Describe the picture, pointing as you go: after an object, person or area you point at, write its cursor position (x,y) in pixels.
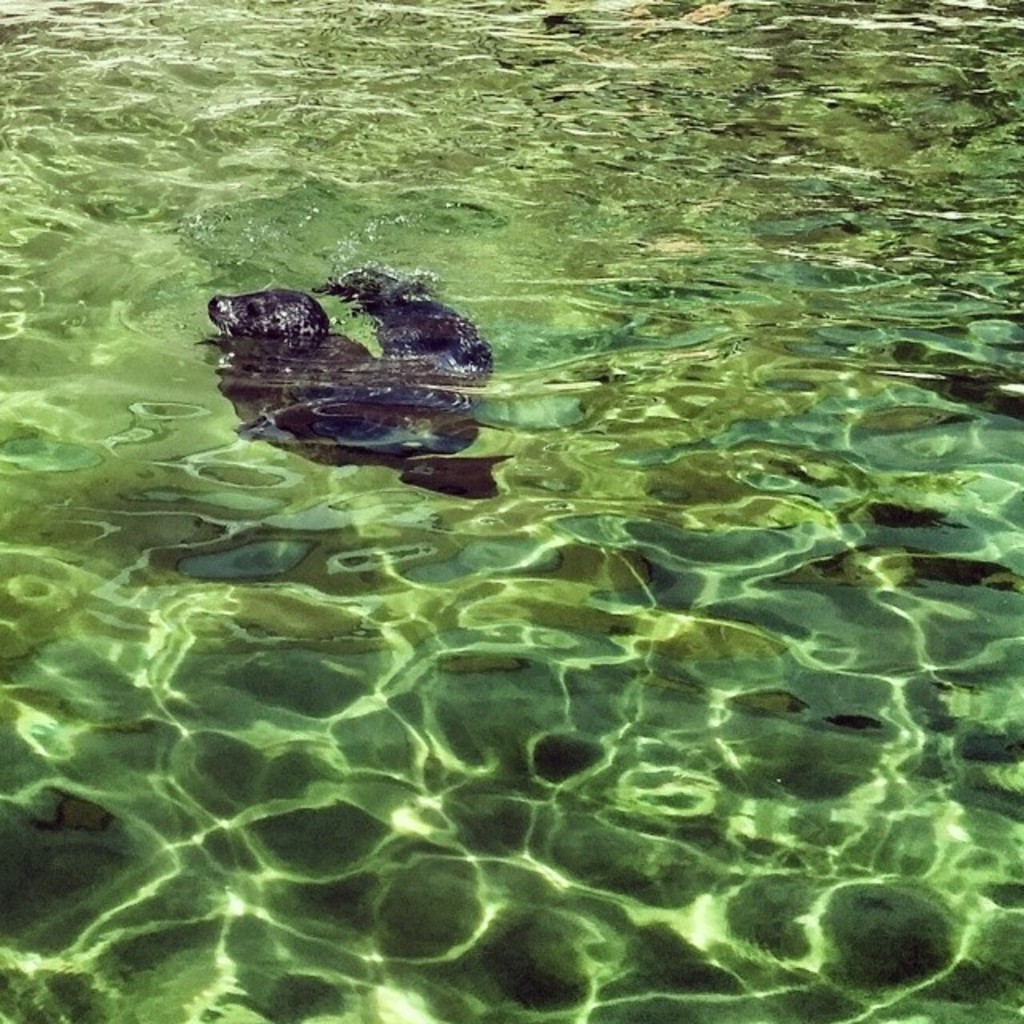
In this picture we can see water (572,601), there is something present in the water (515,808).
